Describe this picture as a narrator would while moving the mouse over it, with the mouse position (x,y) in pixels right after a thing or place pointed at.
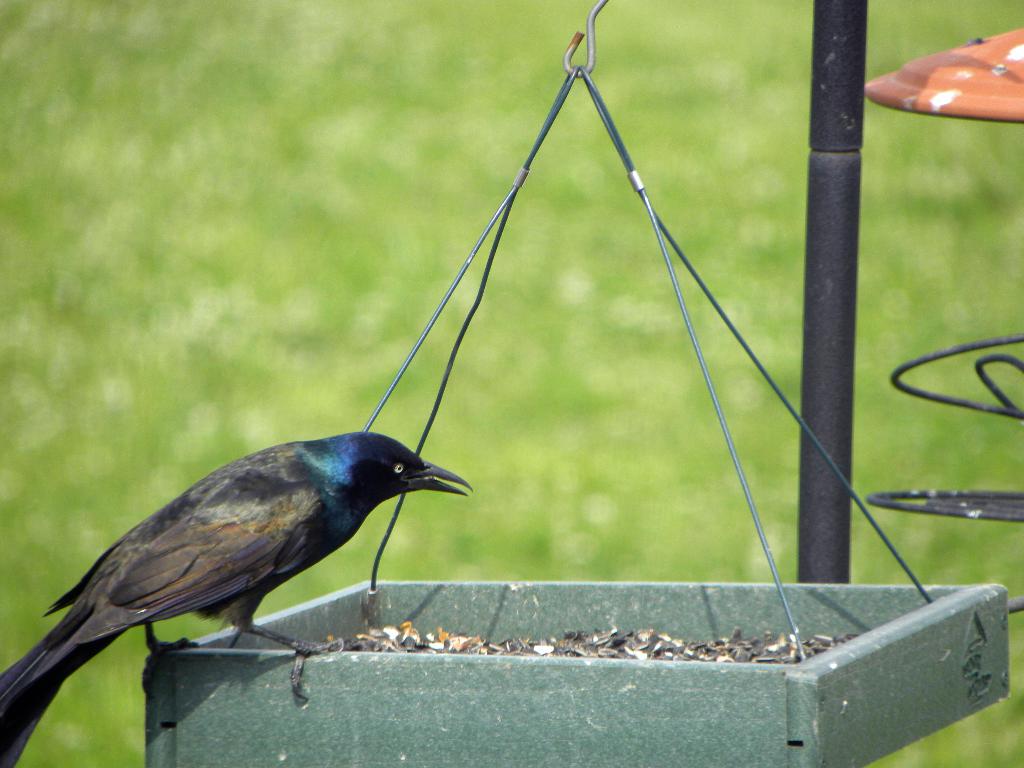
In this picture I can see a grackle (88,594) and a wooden basket (671,693) hanging and I can see a stand (838,76) on the right side (843,558) and I can see grass (485,380) on the ground (545,363).
